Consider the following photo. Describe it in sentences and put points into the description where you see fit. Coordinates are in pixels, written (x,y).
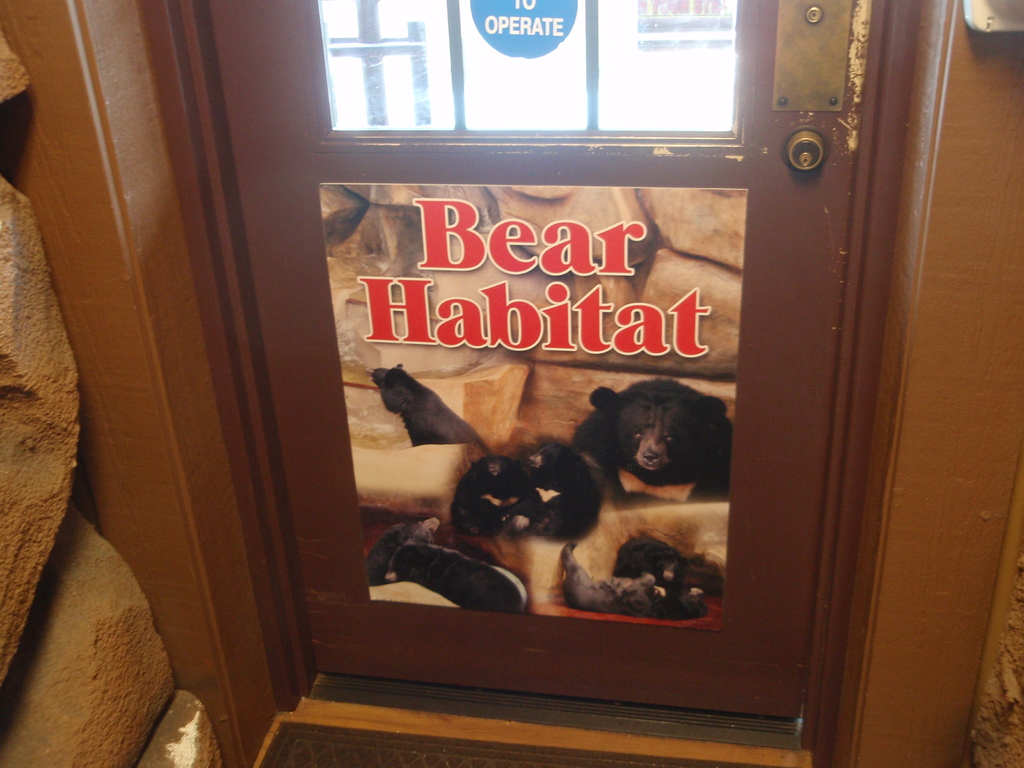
In this image we can see a brown color wooden door (633,628) on which we can see some text (491,240) and here we can see the bear image (635,458). Here we can see the stones (52,546).
